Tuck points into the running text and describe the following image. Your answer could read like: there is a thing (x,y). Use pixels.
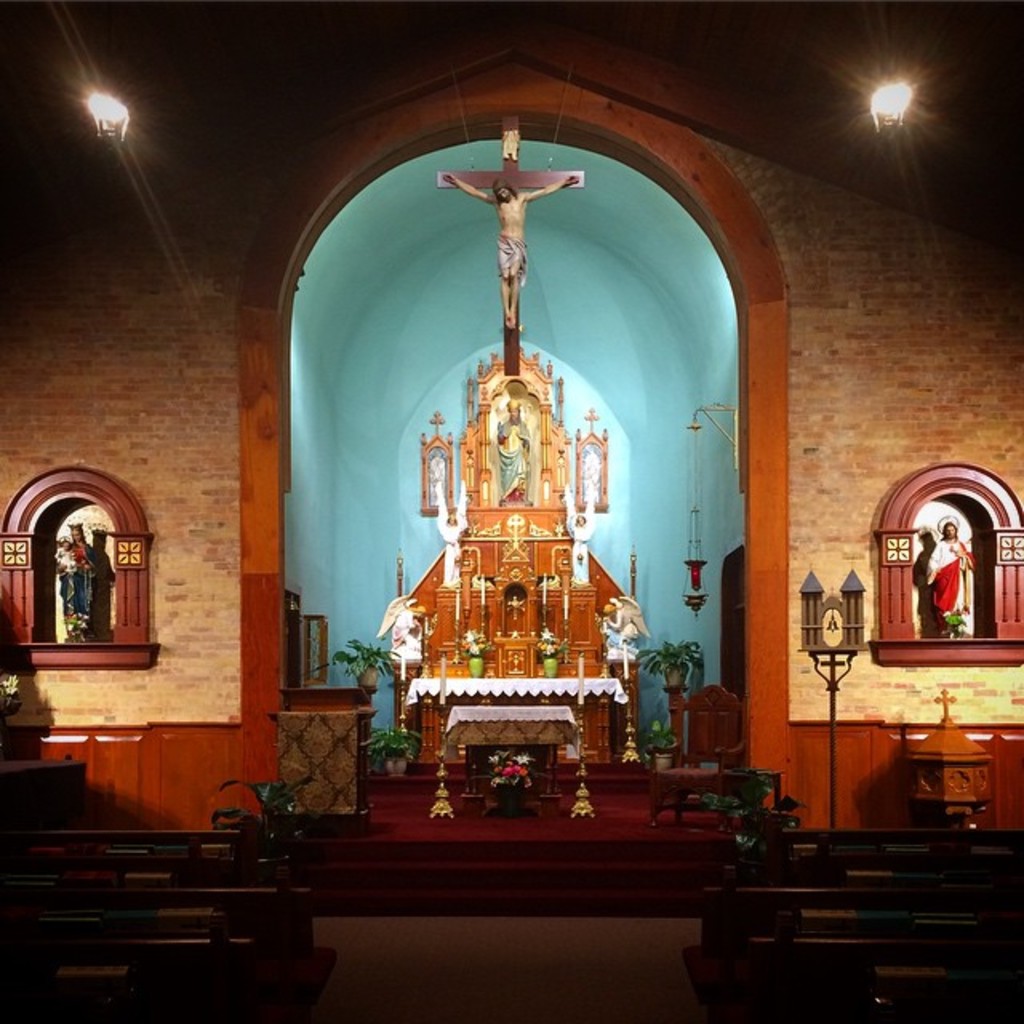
This picture is taken inside the church (304,878). In this image, on the right side (924,840), we can see benches (709,906). On the right side (942,576), we can also see a cross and a sculpture (946,596) attached to a wall (922,598). On the left side (230,1006), we can also see some benches (171,955). On the left side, we can see a sculpture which is on the wall (107,638). In the background (501,242), we can see some sculptures (504,254), cross (499,220). At the top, we can see few lights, at the bottom (615,860), we can see a staircase (565,871).
